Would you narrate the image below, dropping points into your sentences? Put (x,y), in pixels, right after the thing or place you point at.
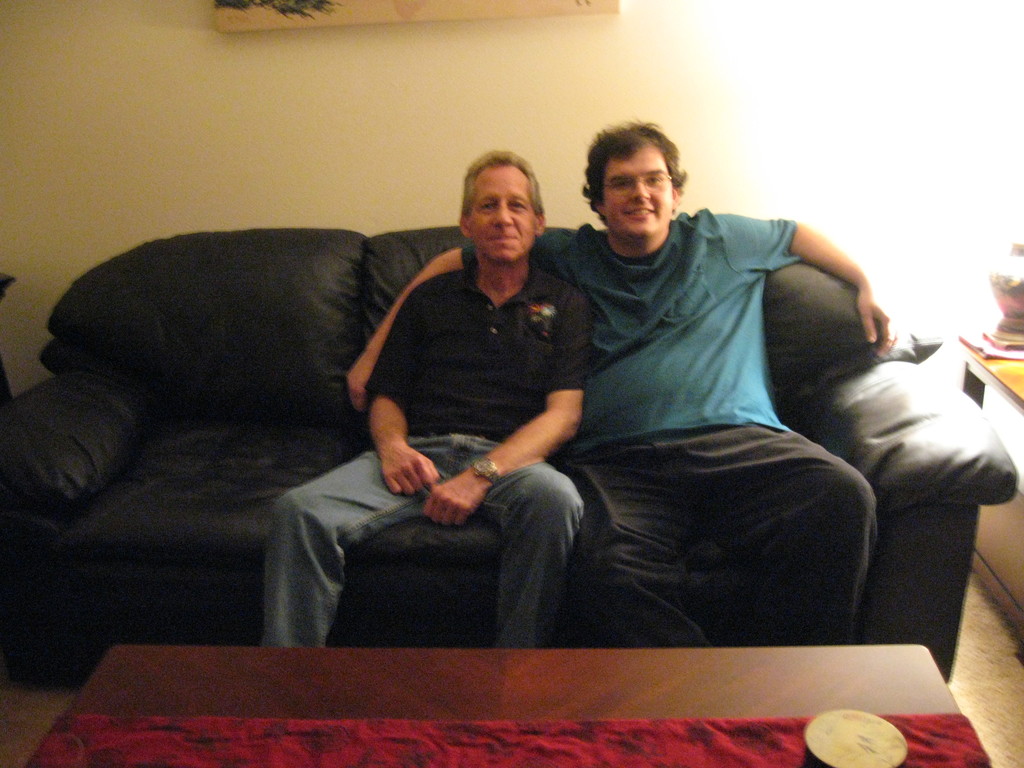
This picture shows there are two men (595,430) sitting in the black color sofa (228,505) in front of table (391,676) on which a red cloth (385,734) was present. In the background (751,75) there is a wall (493,102). Both of the men (485,348) were smiling.
